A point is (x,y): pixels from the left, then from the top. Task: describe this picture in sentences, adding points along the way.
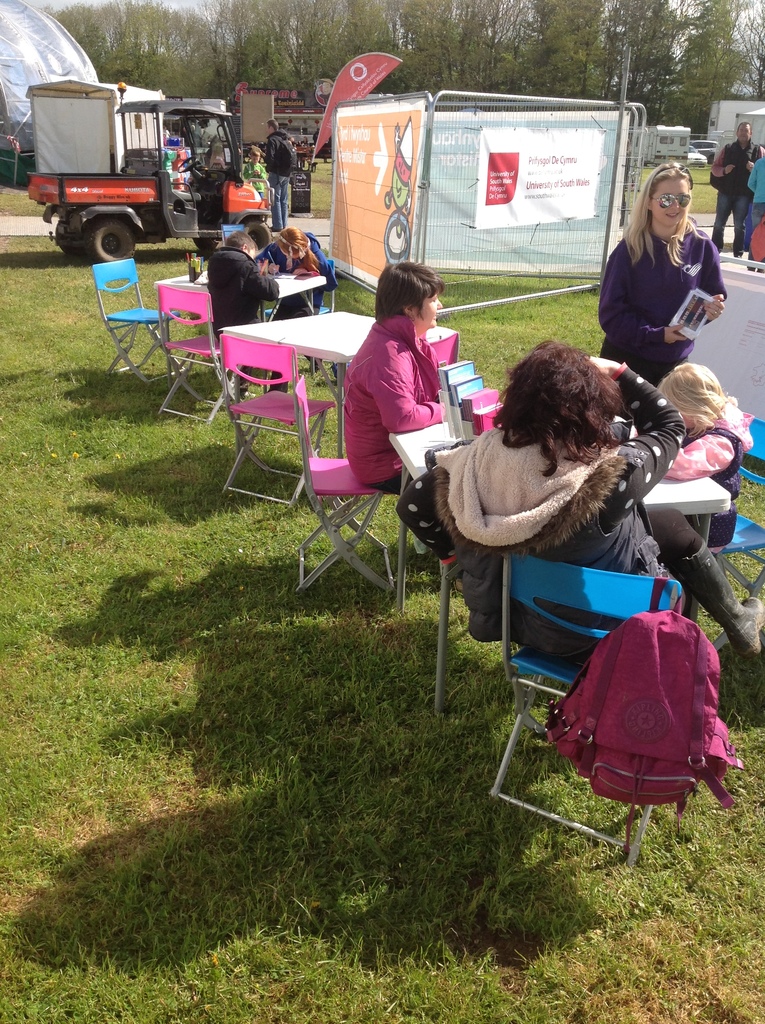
This image is clicked outside. There are so many tables (228,329) and chairs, people (418,330) are sitting in chairs (627,598), people (652,303) are also standing. There is a vehicle (90,202) in the top left corner (145,136). There are trees (437,69) on the top (517,87). There is grass (242,646) on the bottom side (413,812) and left side (99,877).
